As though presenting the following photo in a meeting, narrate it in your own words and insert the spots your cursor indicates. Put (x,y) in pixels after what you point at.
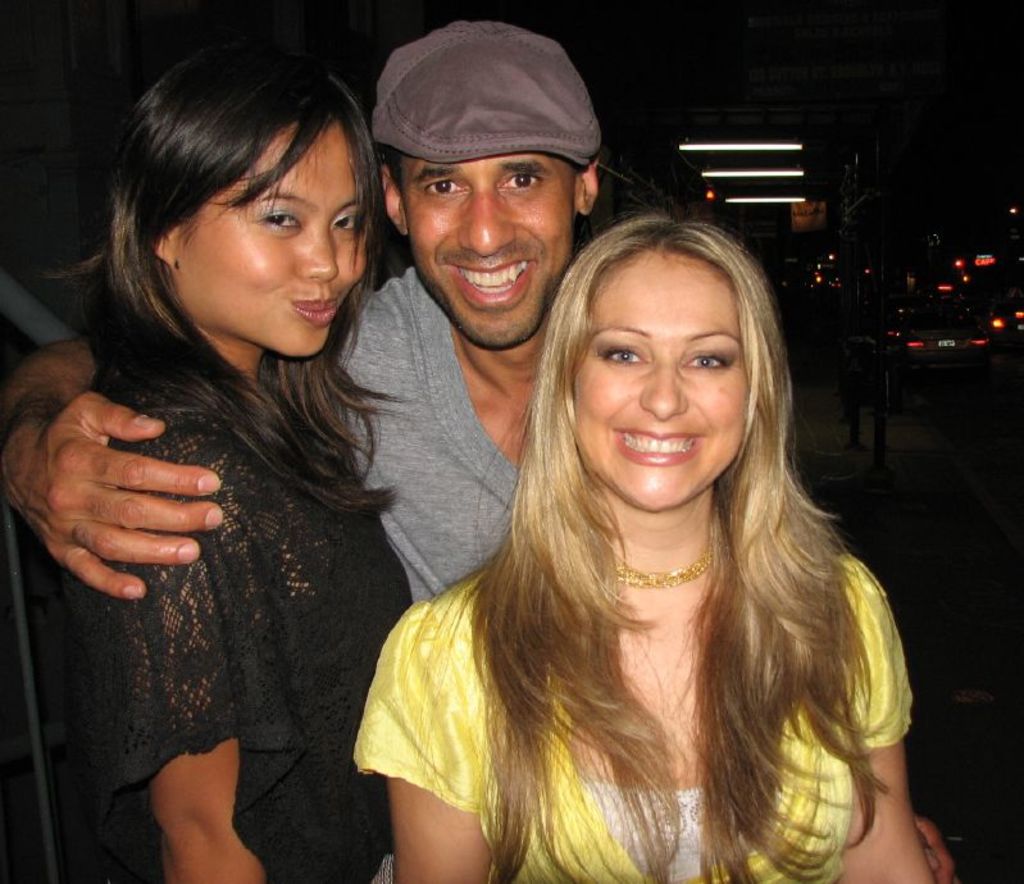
In the image there are three people (579,520), they are posing for the photo and behind them there are some vehicles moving on the road (976,411) and the people (566,404) were standing on the footpath (932,444).
